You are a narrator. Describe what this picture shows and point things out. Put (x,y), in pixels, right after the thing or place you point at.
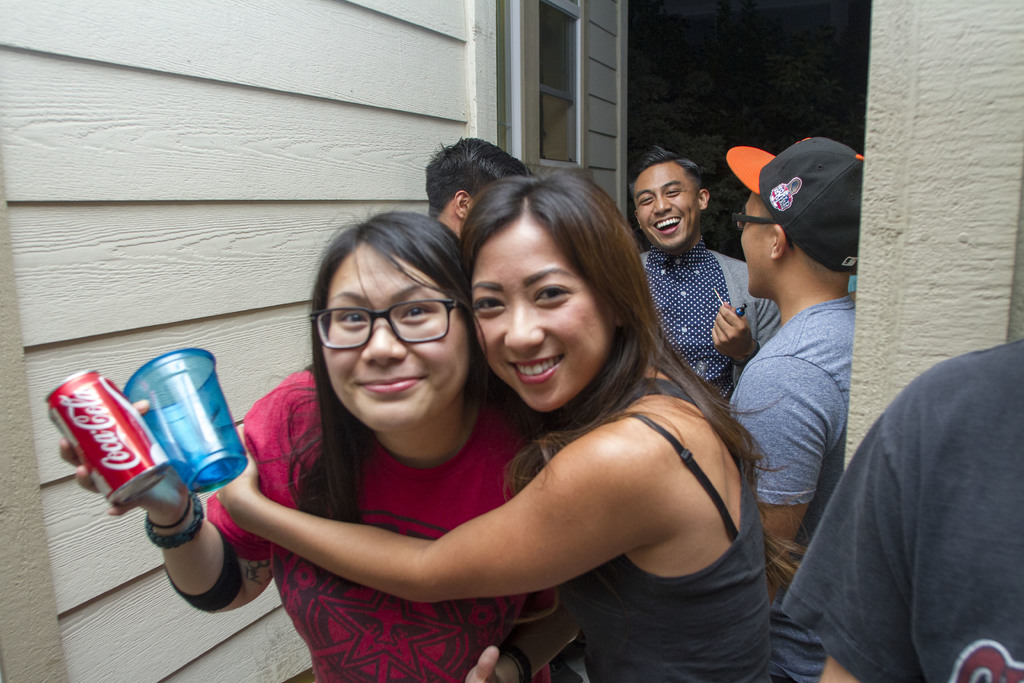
In the picture we can see two women (177,576) are standing together and smiling and they are holding a glass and a tin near the wall (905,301) and behind them we can see three people (802,631) are standing and laughing.
